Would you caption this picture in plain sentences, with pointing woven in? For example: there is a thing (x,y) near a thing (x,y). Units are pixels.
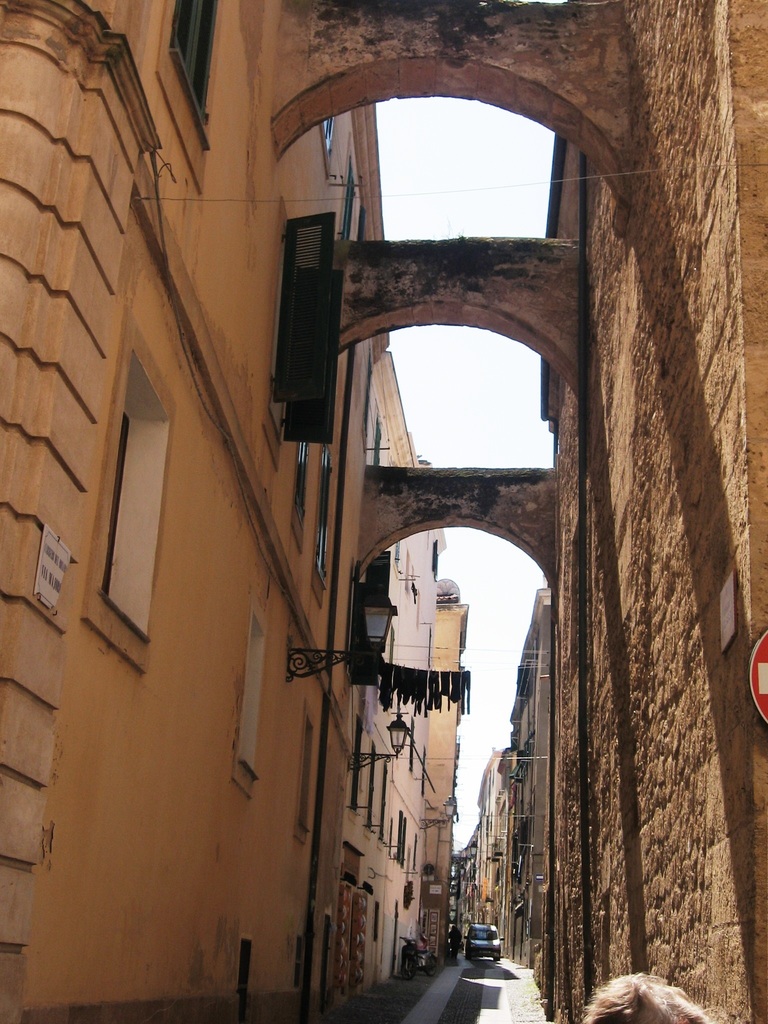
In the picture we can see the buildings (173,715) on the either sides in the middle of it, we can see a path (399,988) with a vehicle (481,940) on it and a connected walls (527,303) between two buildings (591,331) and behind it we can see a sky (472,150).
